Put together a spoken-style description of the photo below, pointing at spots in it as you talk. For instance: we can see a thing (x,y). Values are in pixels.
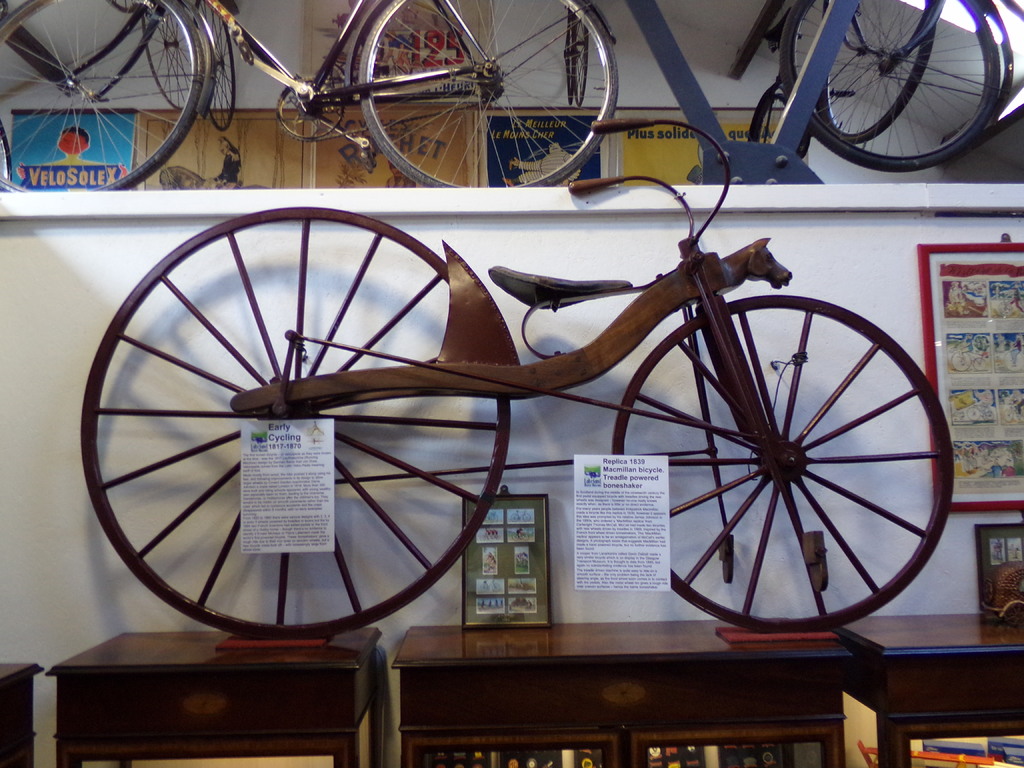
In this picture there are bicycle (614,94) kept on the top of this partition (550,217) and in the center (506,403) there is a model of a bicycle (506,385) which is kept on this table (660,681) on the right side (997,403) a frame (1001,345) is hanged to this partition (900,235). In the background (313,57) there is a poster (196,162) attached to this wall (629,89).
